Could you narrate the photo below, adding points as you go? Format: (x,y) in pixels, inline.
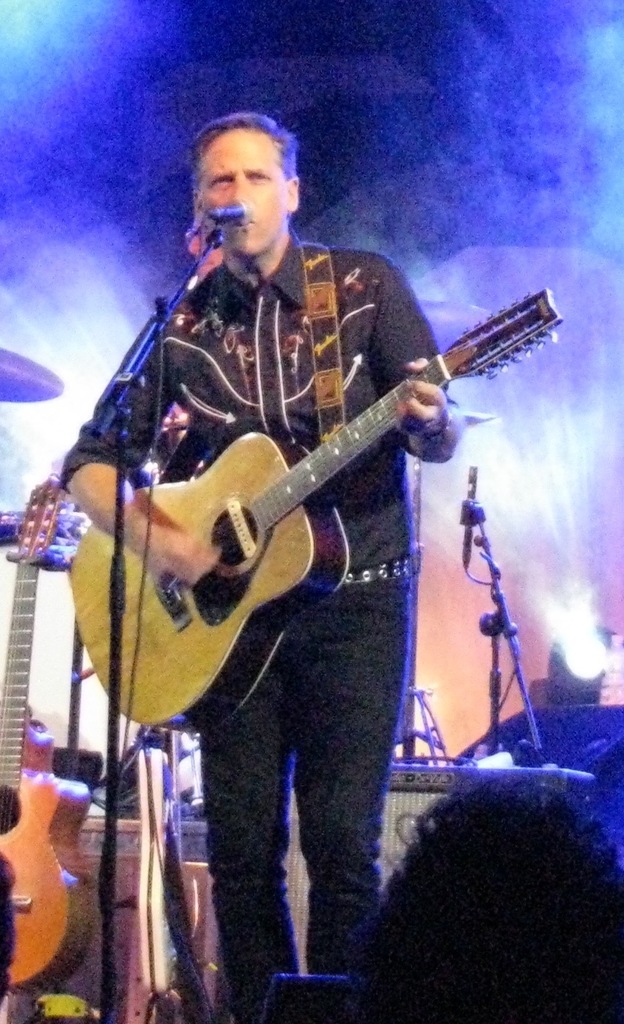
In this image we can see a person (274,424) standing is holding a guitar (149,582) in his hands (212,548) and playing it. He is singing through the mic (225,216). In the background (17,869) we can see guitars (21,860), speakers (391,808) and show lights (560,676).
